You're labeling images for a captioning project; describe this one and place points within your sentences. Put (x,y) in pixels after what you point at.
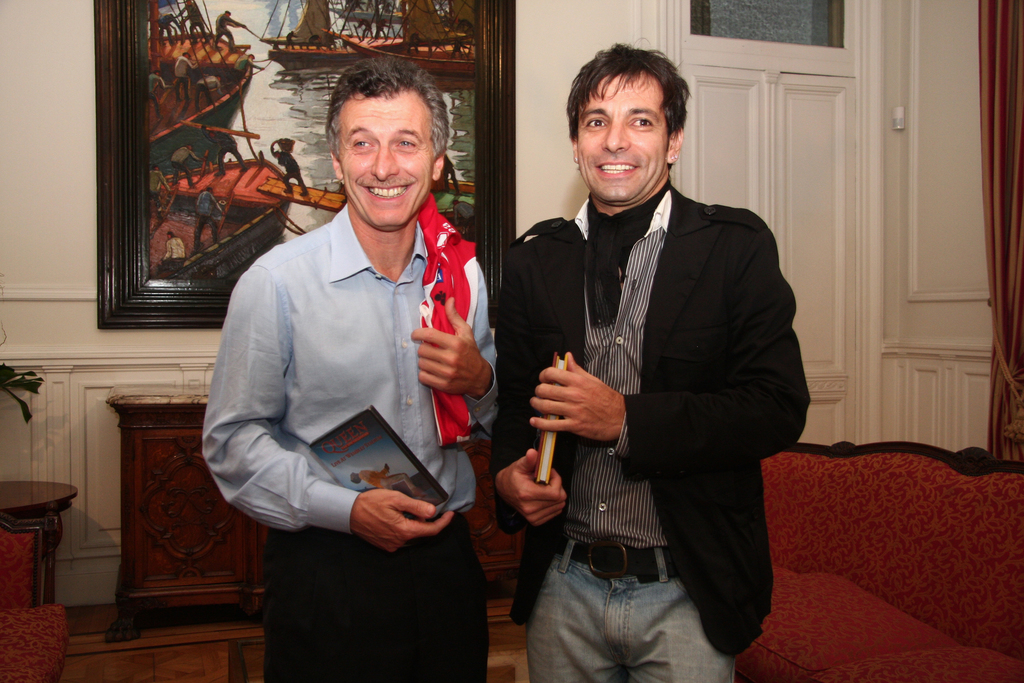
In this image I can see two persons (645,91) are standing on the floor (506,623) and holding books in their hand (374,511). In the background (105,452) I can see a sofa (1020,543), table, houseplant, door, wall (49,341) and a wall painting (230,227). This image is taken in a room (379,321).
